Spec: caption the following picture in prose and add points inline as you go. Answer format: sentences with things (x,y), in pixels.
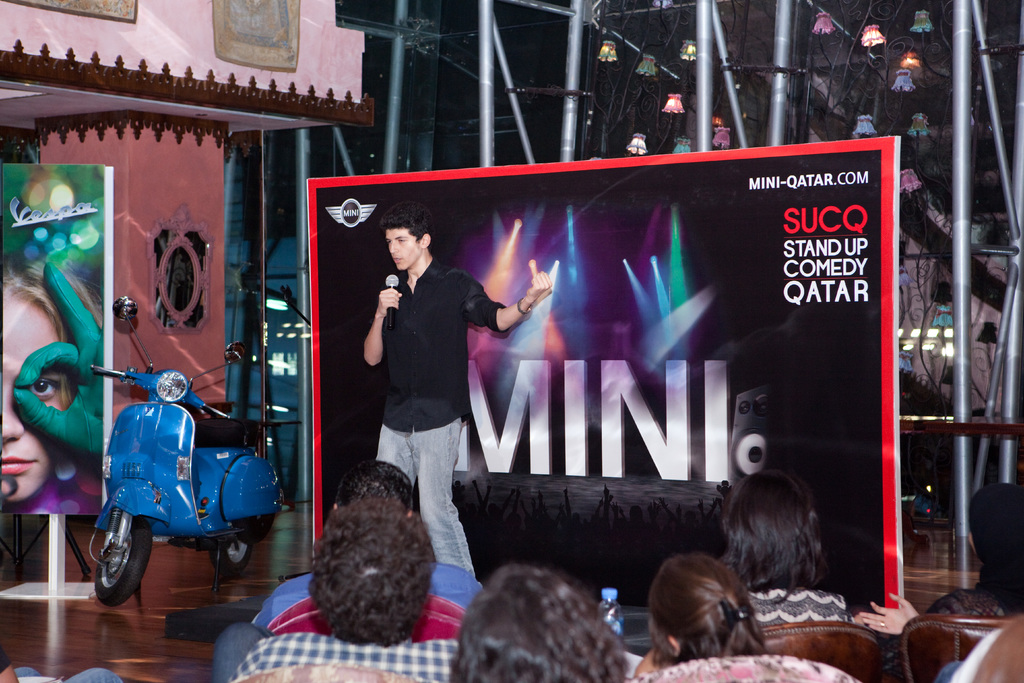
In the image there is a man (414,350) in black shirt (446,397) talking on mic (396,277) on the stage (308,550), in front (422,654) there are many people (465,584) sitting on chairs (380,682), there are lights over the ceiling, on the left side (188,443) there is a blue scooter (144,511) beside a painting (75,367).
